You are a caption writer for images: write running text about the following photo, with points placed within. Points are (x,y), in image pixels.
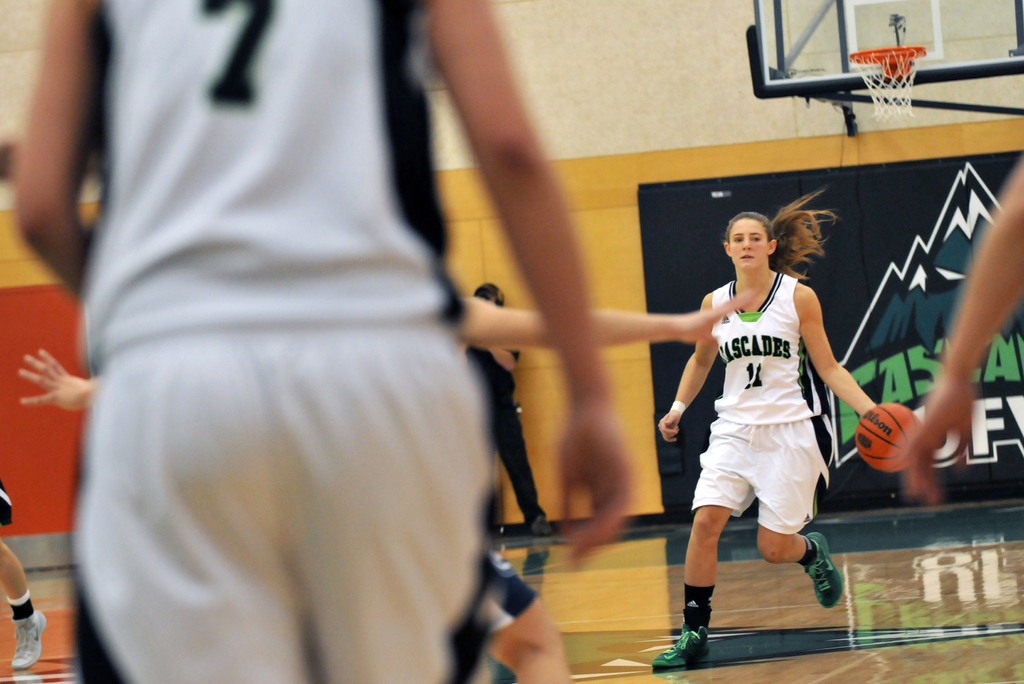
There are few people (554,329) standing. This looks like a basketball (884,441). I think they are playing the basketball game. This looks like a banner (675,237). I think this picture was taken inside the indoor stadium (641,527). This looks like a basketball net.
